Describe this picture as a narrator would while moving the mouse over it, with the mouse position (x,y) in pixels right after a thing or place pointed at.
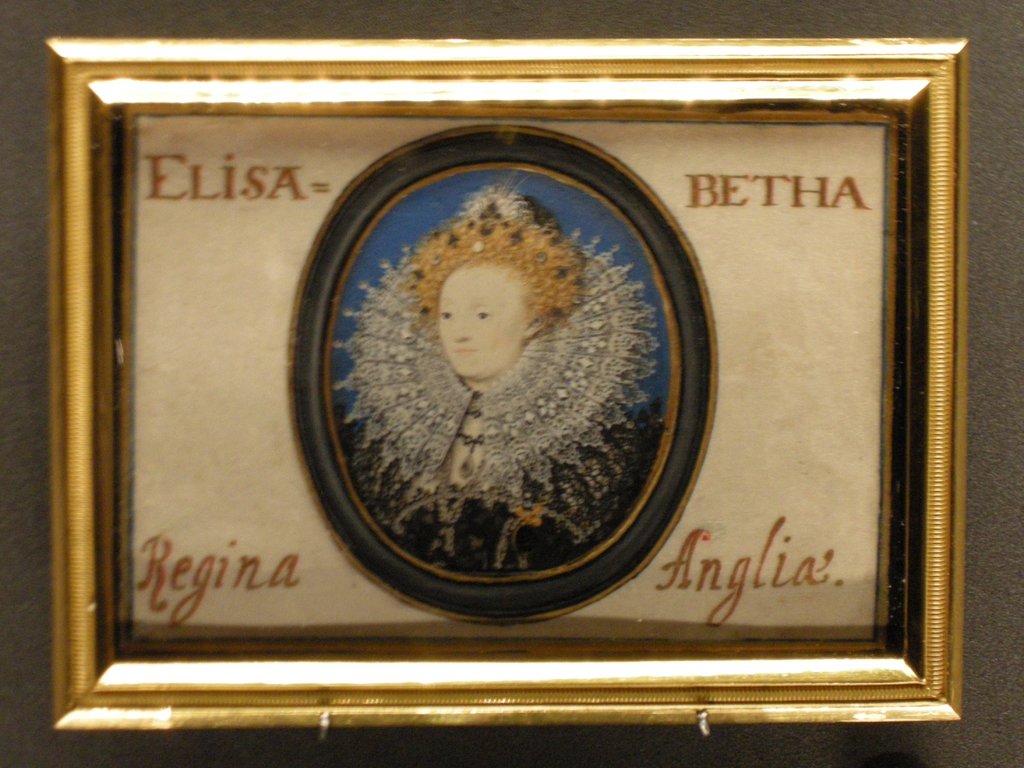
It is a zoomed in picture of a photo frame (560,592) and in the center (375,362) we can see a lady (555,251).
